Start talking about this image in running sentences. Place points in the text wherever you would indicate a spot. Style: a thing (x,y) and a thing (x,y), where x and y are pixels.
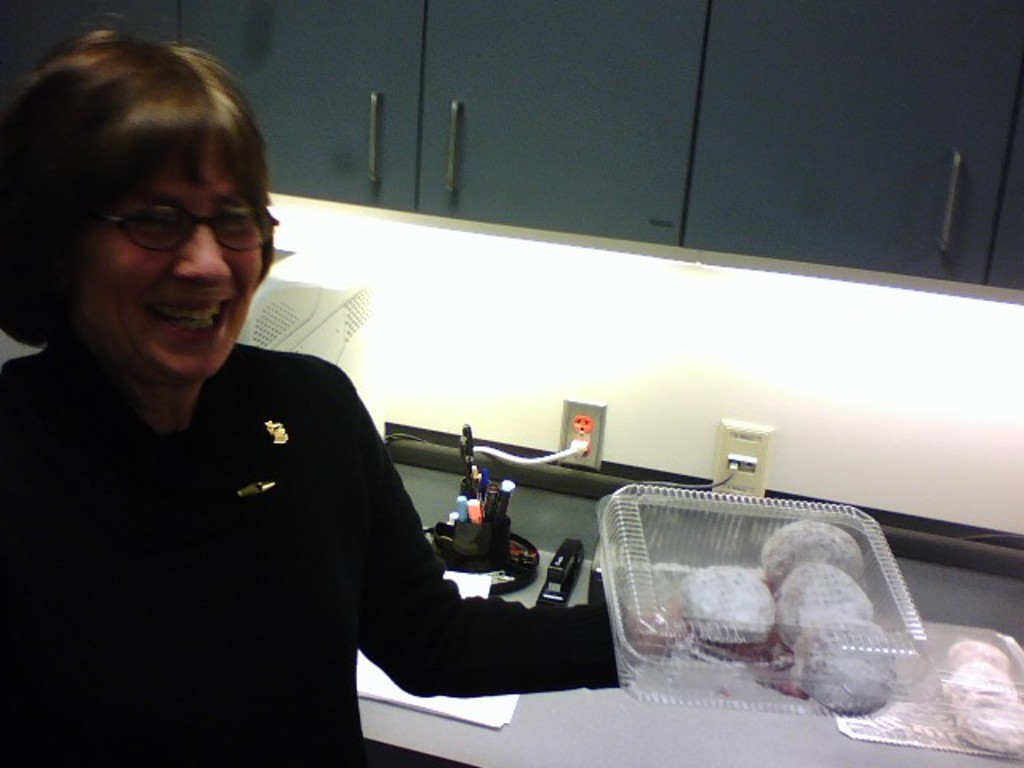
In this picture there is a lady (66,137) who is standing on the left side of the image (234,427), by holding a box (742,561) in her hand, in which there are pastries (839,617) and there are cupboards (742,167) in the background area of the image (569,185) and there is a desk (912,542) behind her.
